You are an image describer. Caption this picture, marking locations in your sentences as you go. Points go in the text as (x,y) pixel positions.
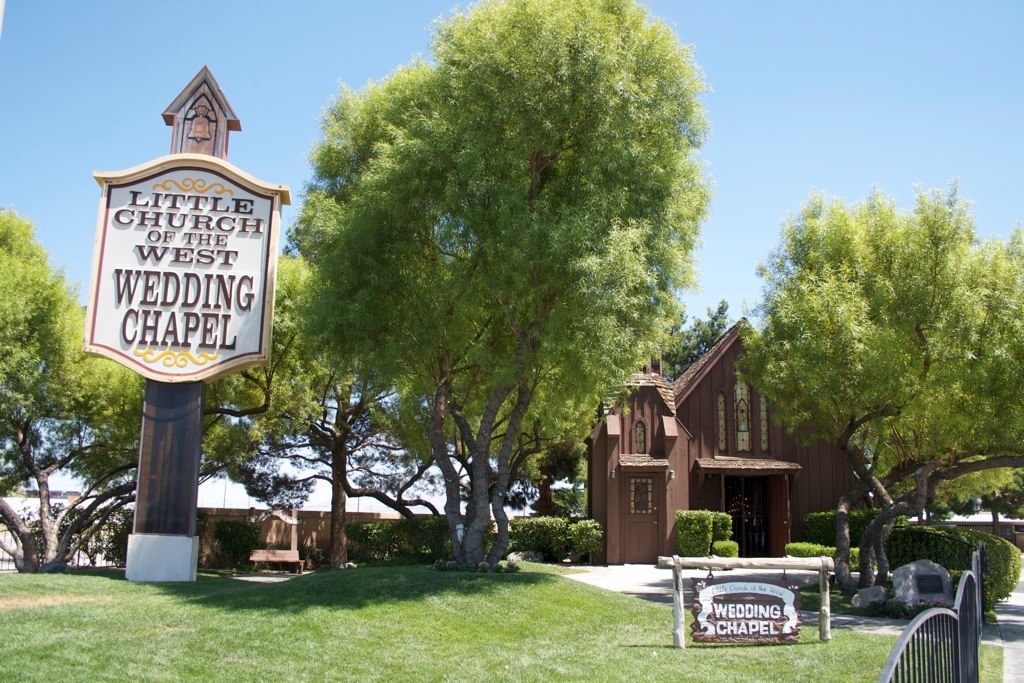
At the bottom of the image (535,569) there is grass (9,635) and fencing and there are some plants (1001,560). In the middle of the image (481,281) there are some trees (615,331) and buildings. At the top of the image (139,148) there is sky (983,111).
